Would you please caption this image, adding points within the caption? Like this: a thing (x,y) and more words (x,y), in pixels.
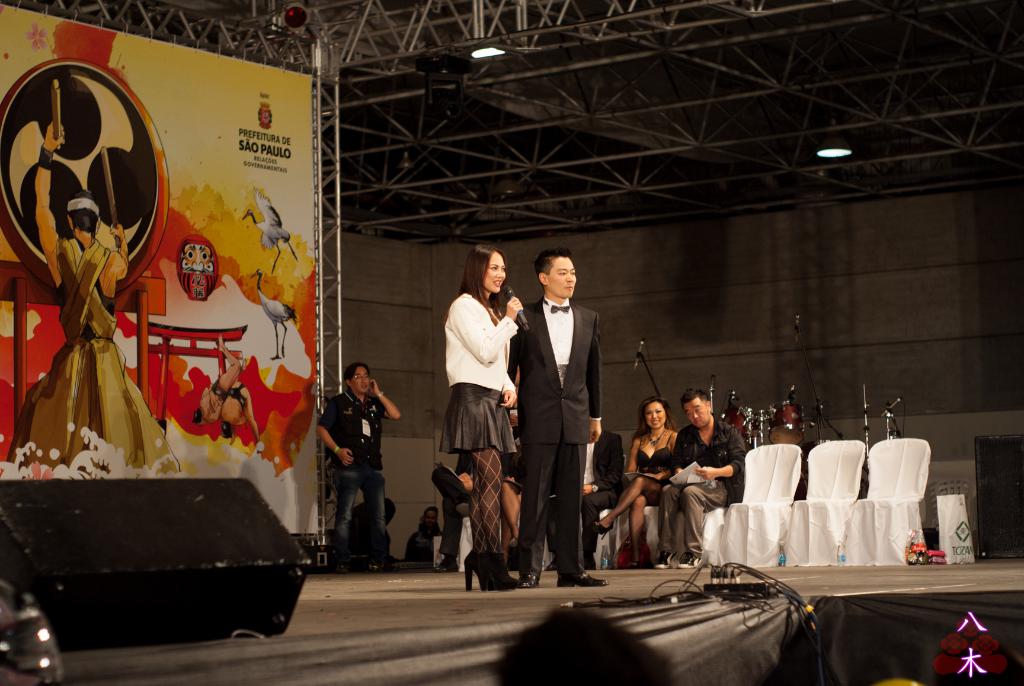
In this image we can see two persons (523,347) on the stage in which one of them is holding a microphone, behind them, we can see few persons (735,453) sitting on the chairs (763,449) and few musical instruments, lights (456,70), there we can see some metal rods (552,217), a banner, speaker (229,569), few cables (719,564) on the stage (406,583), there we can see a person (359,468) standing on the stage (333,583) and few people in the background (363,431).
